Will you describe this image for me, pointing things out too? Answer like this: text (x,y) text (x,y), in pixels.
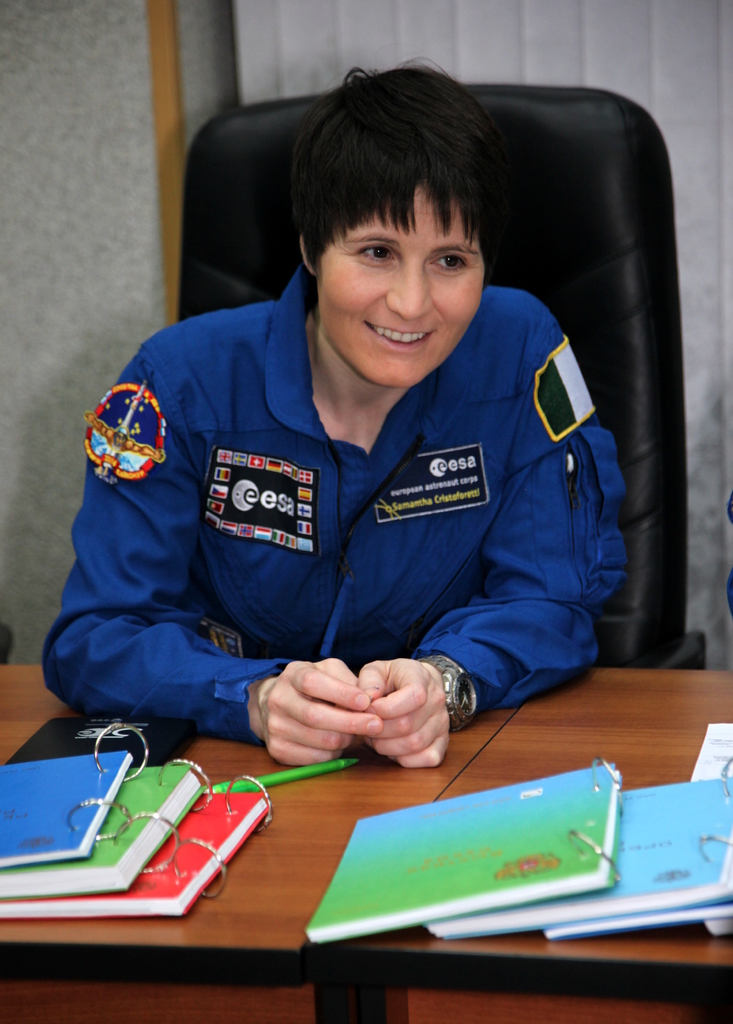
In this image we can see a woman (410,322) sitting on the chair (594,122) and smiling. We can also see some books (713,844) and a pen (292,775) on the wooden table (464,952). In the background (137,88) we can see the wall (115,125).
